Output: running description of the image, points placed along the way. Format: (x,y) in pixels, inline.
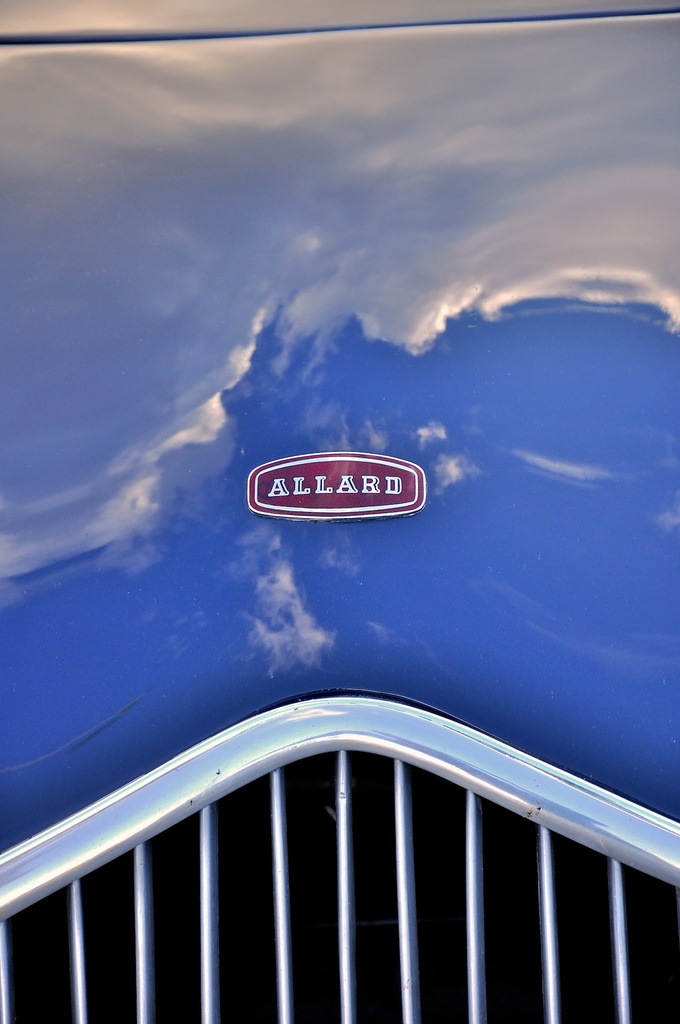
In this image, we can see front view of a car (446,130) which is in blue color.
